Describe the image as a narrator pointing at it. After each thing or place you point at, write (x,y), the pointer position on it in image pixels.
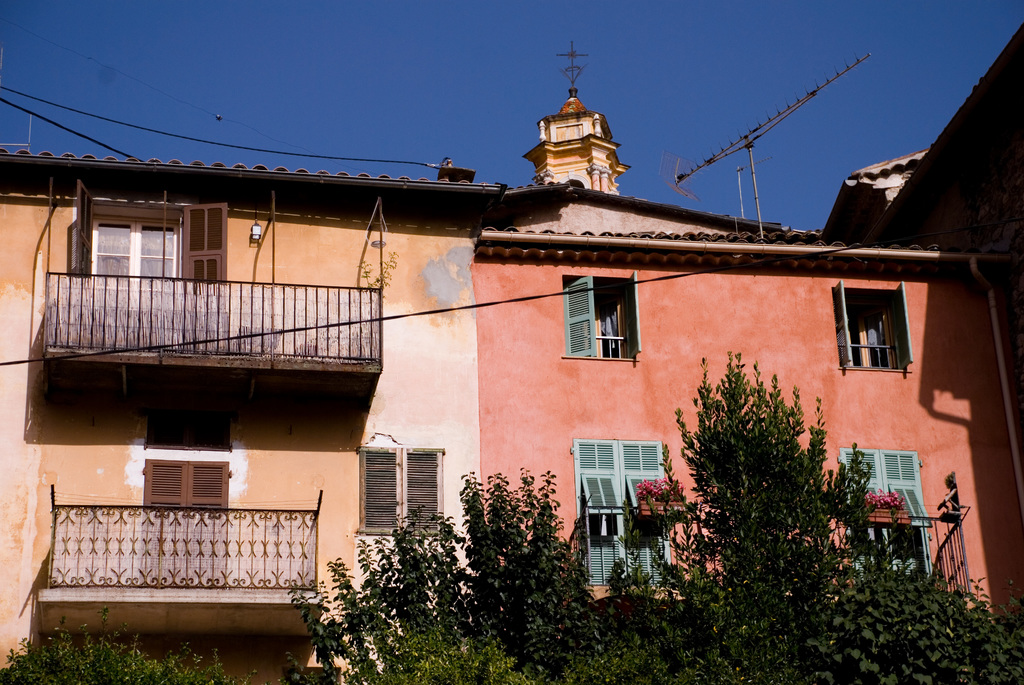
In this picture we can see trees (688,438), building (213,364), windows (174,248), poles (755,197), wires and railing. In the background of the image (428,96) we can see sky (651,129) in blue color.
